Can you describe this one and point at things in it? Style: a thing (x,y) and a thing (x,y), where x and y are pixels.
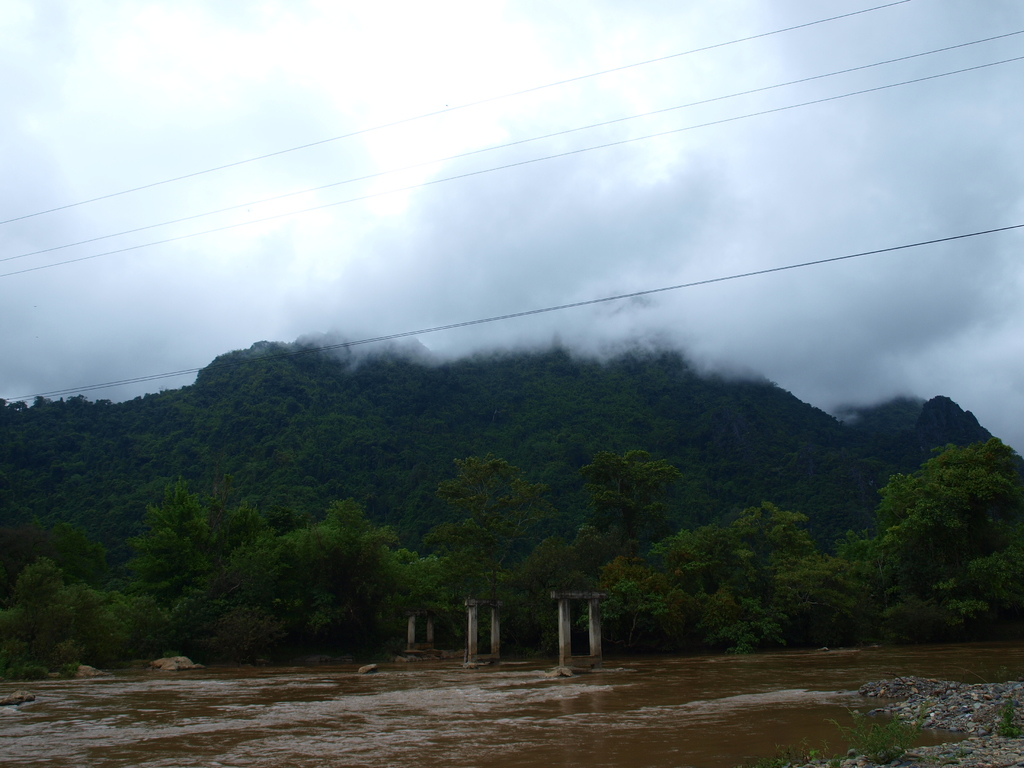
In this image we can see the hills (619,426), trees (682,554) and also the concrete structures (568,640). We can also see the water (713,704), plants (866,732) and also stones (974,700). At the top (431,46) we can see the clouds (845,185), fog (619,355) and also wires (566,156).
